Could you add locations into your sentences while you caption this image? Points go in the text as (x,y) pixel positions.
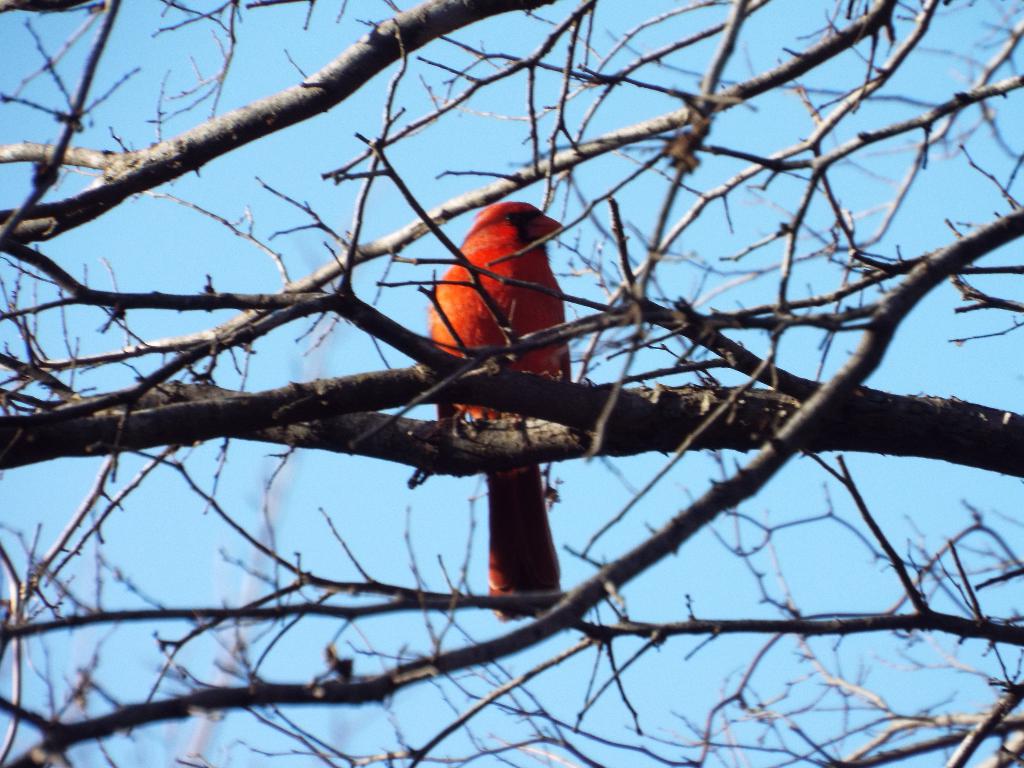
There is one bird (533,485) sitting on a branch (473,444) of a tree (219,412) as we can see in the middle of this image (362,357), and there is a sky (433,196) in the background (733,535).
